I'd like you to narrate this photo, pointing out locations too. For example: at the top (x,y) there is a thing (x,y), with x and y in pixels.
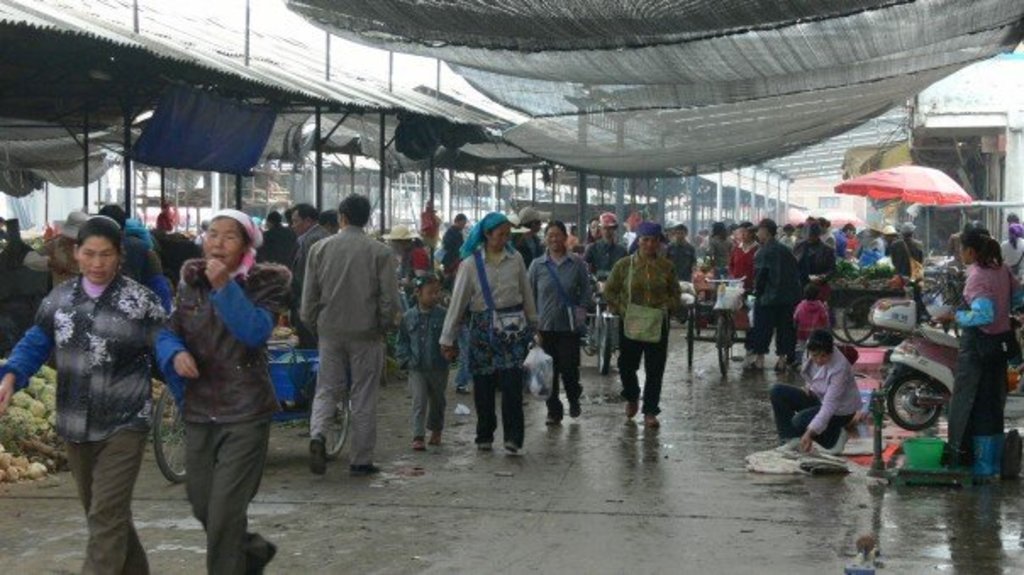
In this image we can see some group of persons (560,330) walking under the nets (643,95) there are some vegetables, fruits (867,277) and some vehicles (910,403) and in background of the image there are some houses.
